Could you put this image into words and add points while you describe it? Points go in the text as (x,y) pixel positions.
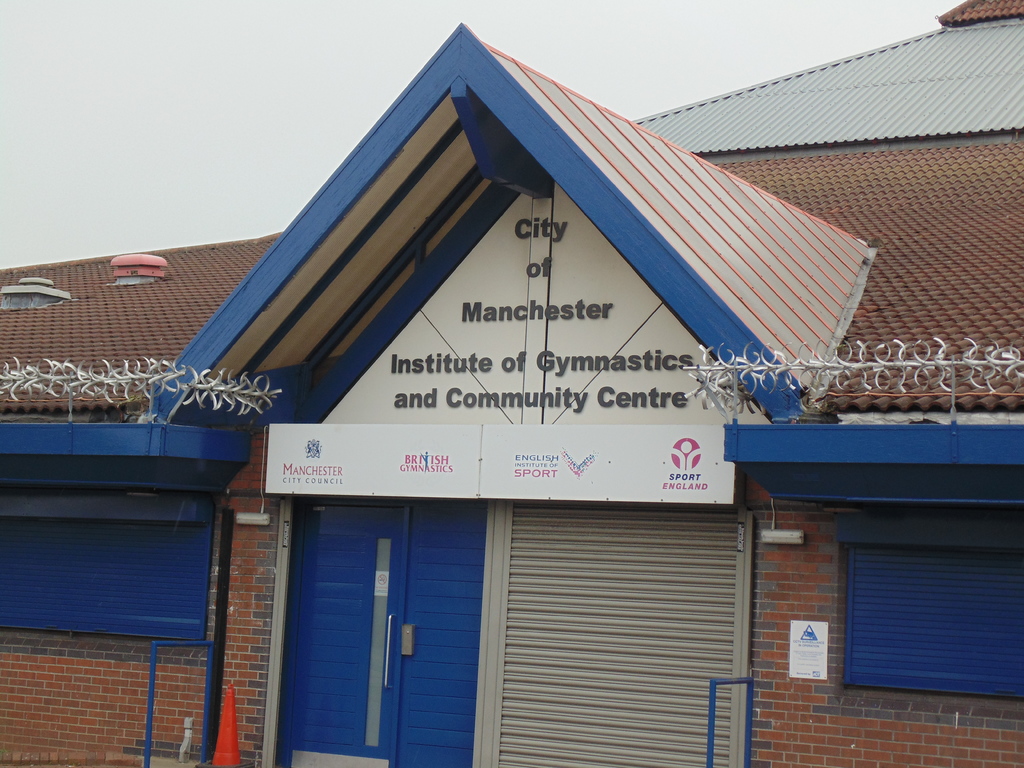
In the image it is a gymnastic centre (655,513).
